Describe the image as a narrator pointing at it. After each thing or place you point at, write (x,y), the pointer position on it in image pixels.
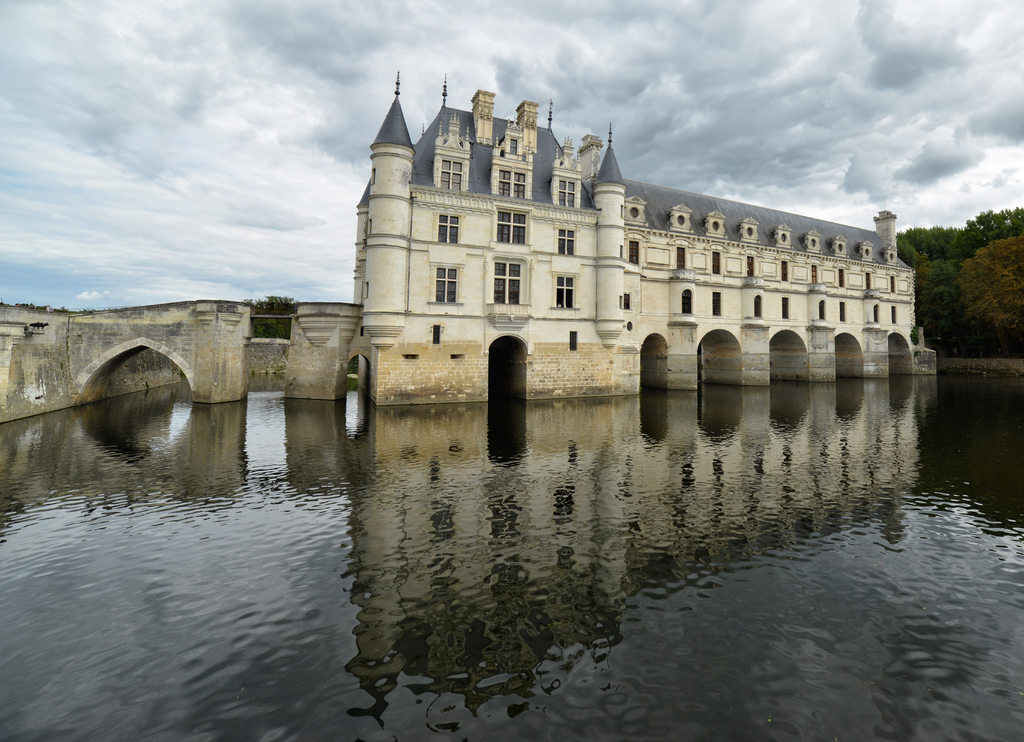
In the picture we can see the building (696,372) in the water (43,586) and behind the building (711,368) we can see a part of the trees (996,228) and the sky (360,110) with clouds (101,31).
